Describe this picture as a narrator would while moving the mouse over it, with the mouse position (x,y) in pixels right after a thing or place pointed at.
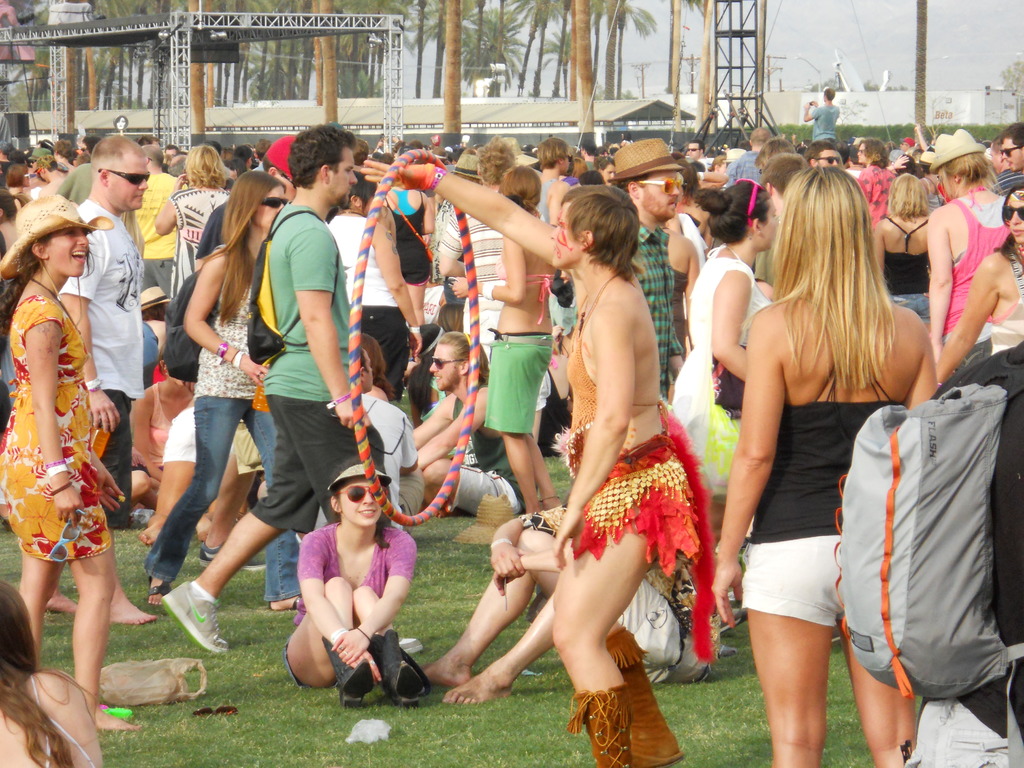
In this image we can see a group of people (572,291) are standing on the ground (275,705), here is the grass (275,705), here are the trees (329,6), here is the electric pole (776,65), at above here is the sky (876,3).
